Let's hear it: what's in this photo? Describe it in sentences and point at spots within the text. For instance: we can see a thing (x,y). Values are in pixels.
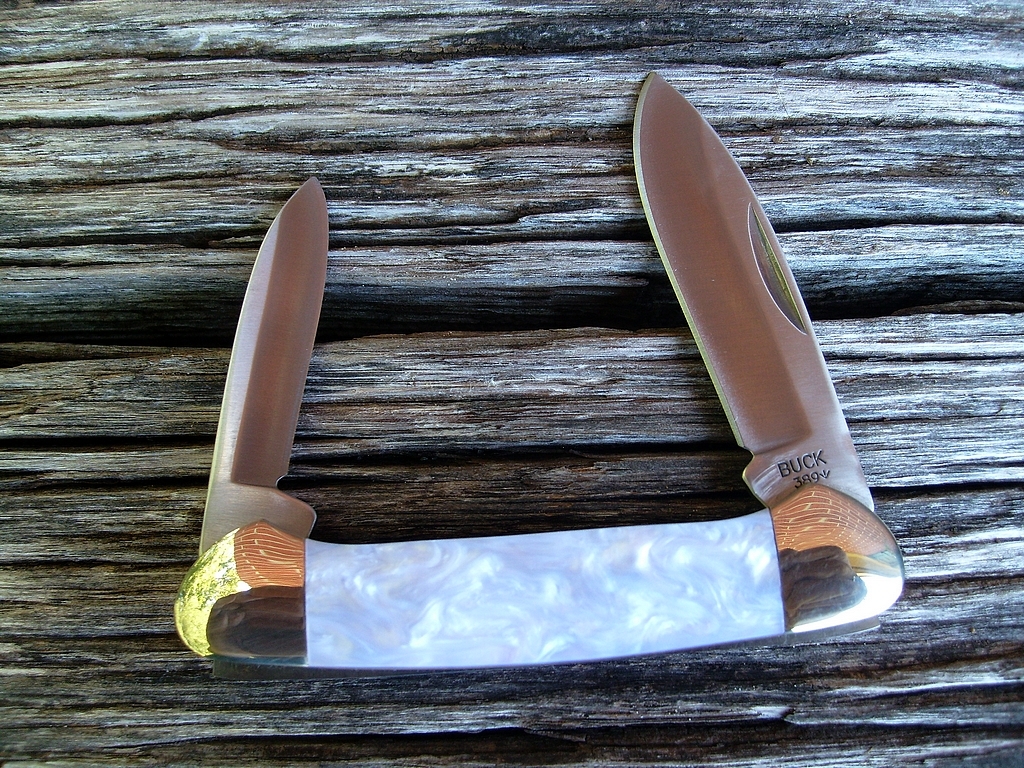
In this picture we can see knives (807,353) on a wooden surface (407,249).
